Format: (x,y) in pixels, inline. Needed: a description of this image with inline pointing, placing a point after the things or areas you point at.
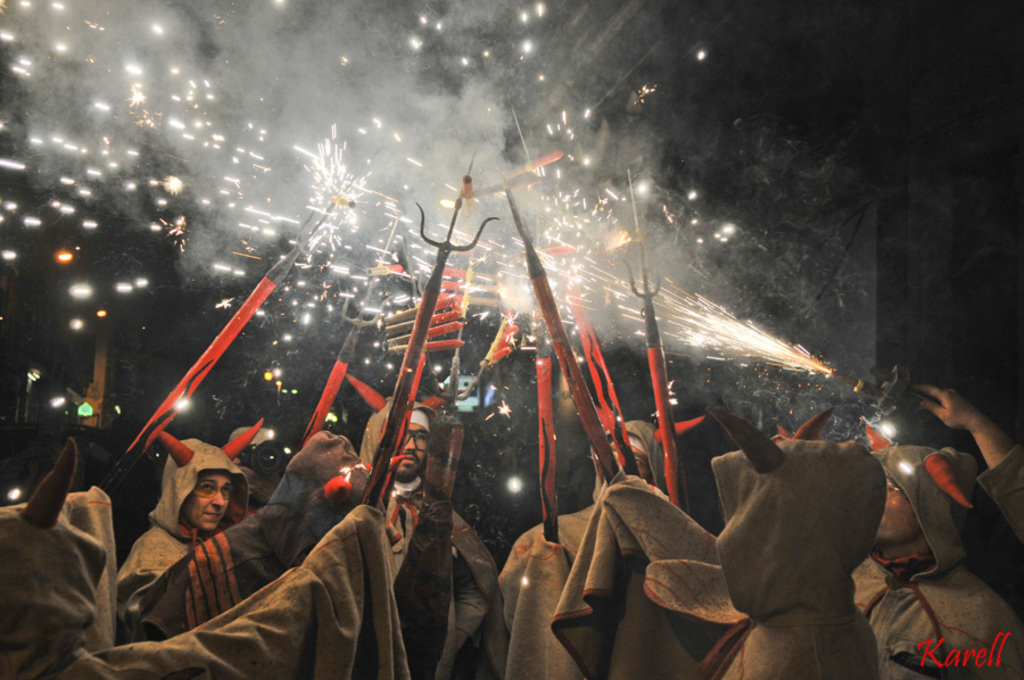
In this given image, we can see a group of people (820,556) standing and holding an iron metal objects (543,517) in their hands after that, we can see few firecrackers (537,167) next we can see artificial horns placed on everyone's head (893,458).
